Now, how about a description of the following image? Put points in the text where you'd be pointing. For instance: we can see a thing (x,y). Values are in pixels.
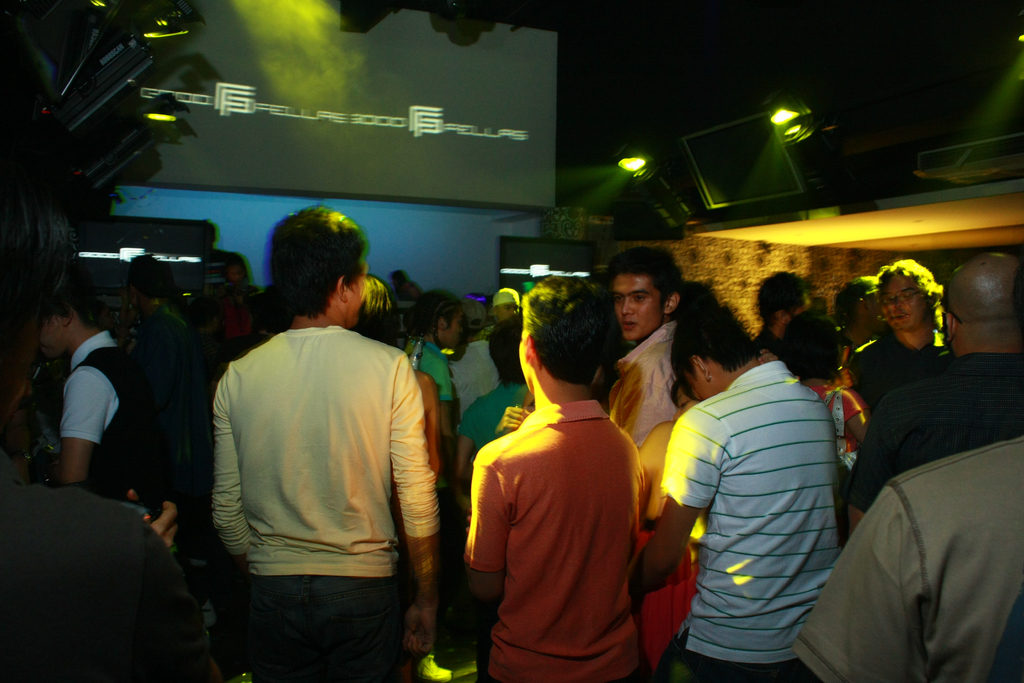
There is a crowd (525,458) standing at the bottom of this image (825,469) and there is a wall (742,275) in the background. There is a screen (305,132) at the top left side of this image (262,145) and there are some lights (636,166) as we can see on the right side of this image (800,117) and left side of this image (122,93) as well.
